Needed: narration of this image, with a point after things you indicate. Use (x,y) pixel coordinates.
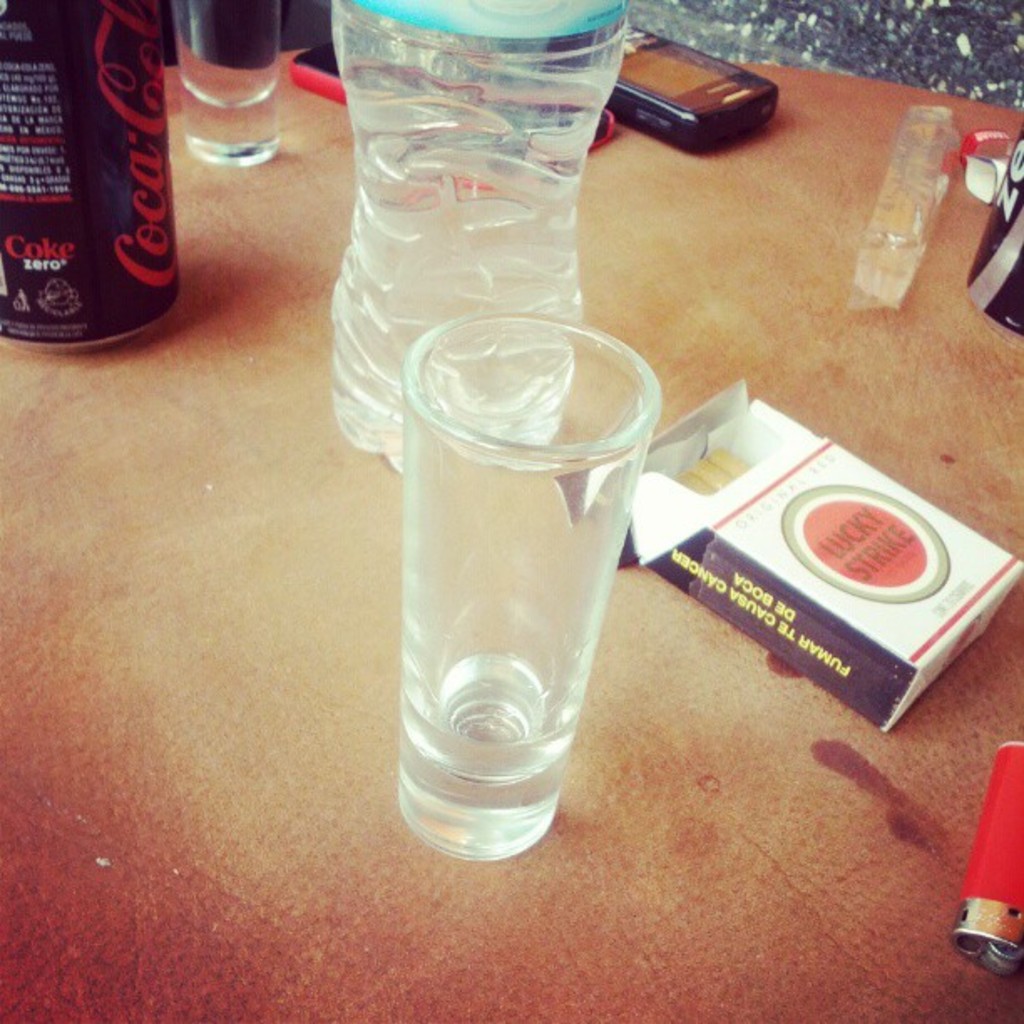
In this picture, there is a table (657,721). On the table (675,589), there are glasses (452,664), bottle (432,215), can (12,104), cigarette box (844,693), lighter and some other objects (985,138) are placed.
